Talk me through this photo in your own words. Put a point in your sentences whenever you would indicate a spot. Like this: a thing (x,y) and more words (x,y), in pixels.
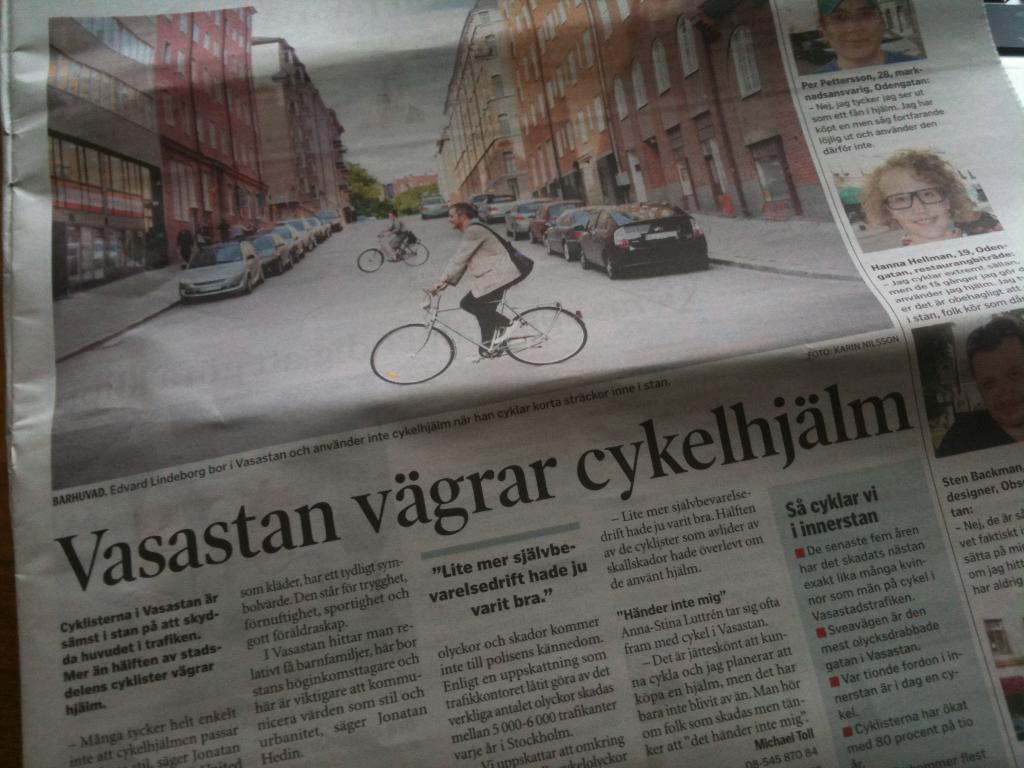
This is the newspaper (626,642), with pictures (826,300) and letters (958,705) on it. I can see the picture (339,357) of a person (450,270) riding bicycle (542,340) on the road (218,349). These are the cars (600,208), which are parked beside the road (663,279). These are the buildings (242,136) with windows (106,192).
